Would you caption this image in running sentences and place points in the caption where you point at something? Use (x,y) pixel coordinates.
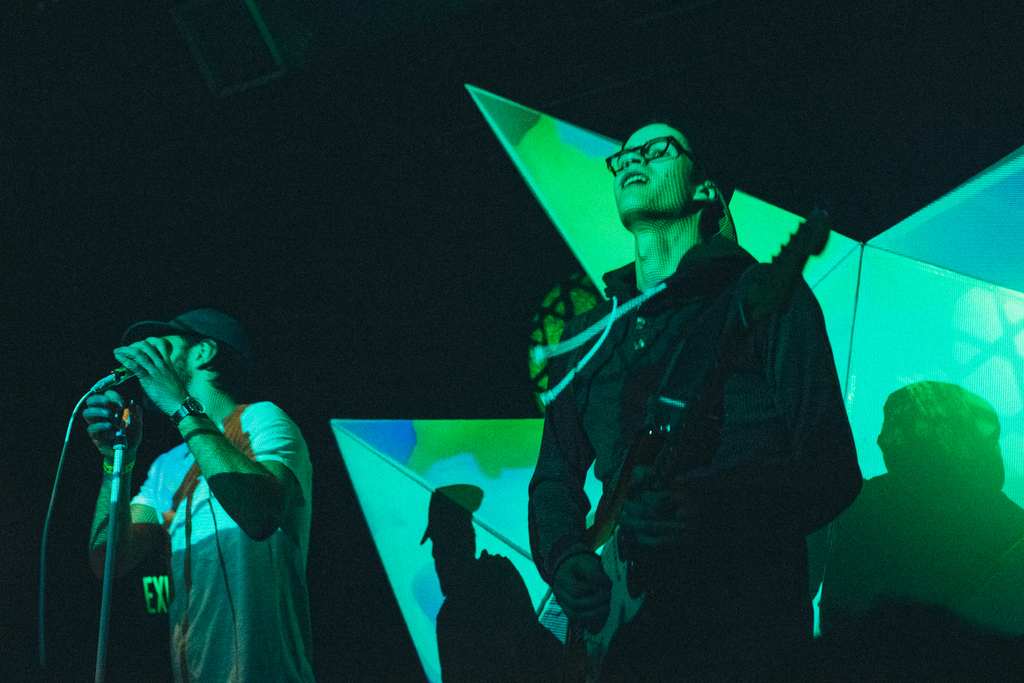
In this image, on the right side (708,356), we can see a man (732,359) standing and holding a guitar (708,356) in his hand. On the left side (260,451), we can also see another man (285,465) standing and holding a microphone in his hand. In the background (401,492), we can see a light (401,492) and shadows (471,565) of two men (479,576). In the background (431,145), we can also see black color.
